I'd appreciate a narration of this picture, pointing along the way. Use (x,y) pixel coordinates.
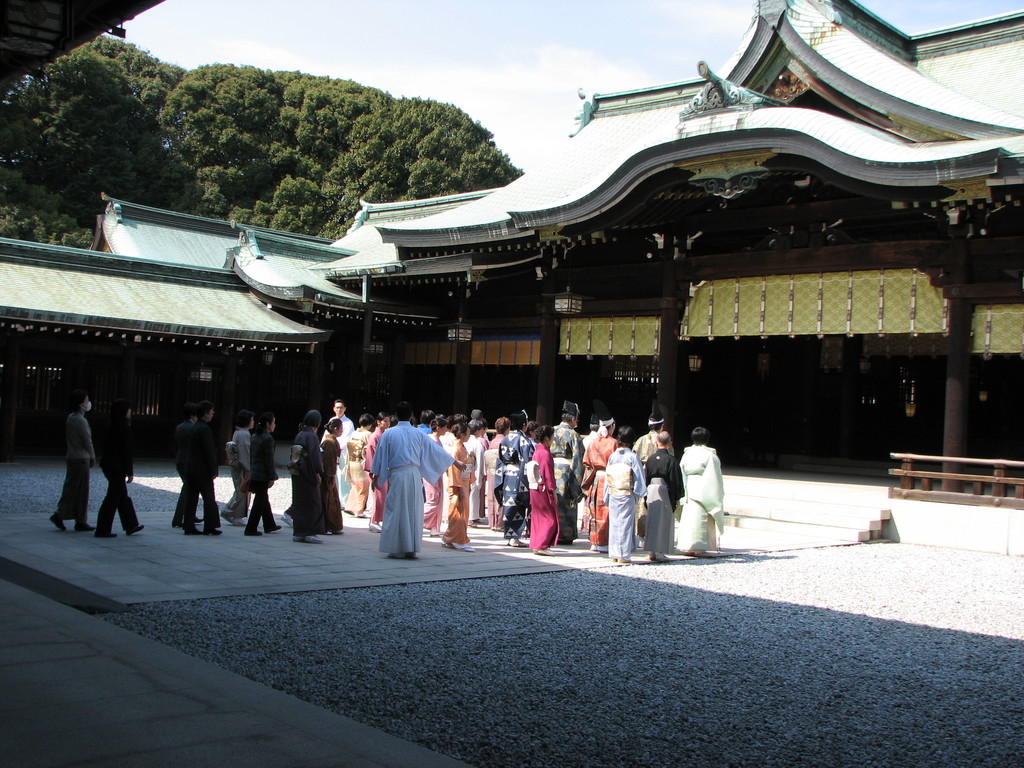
In this image I can see a building (472,274). There are group of people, pillars (947,386), lights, trees (430,143), stairs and in the background (478,59) there is sky (461,66).
